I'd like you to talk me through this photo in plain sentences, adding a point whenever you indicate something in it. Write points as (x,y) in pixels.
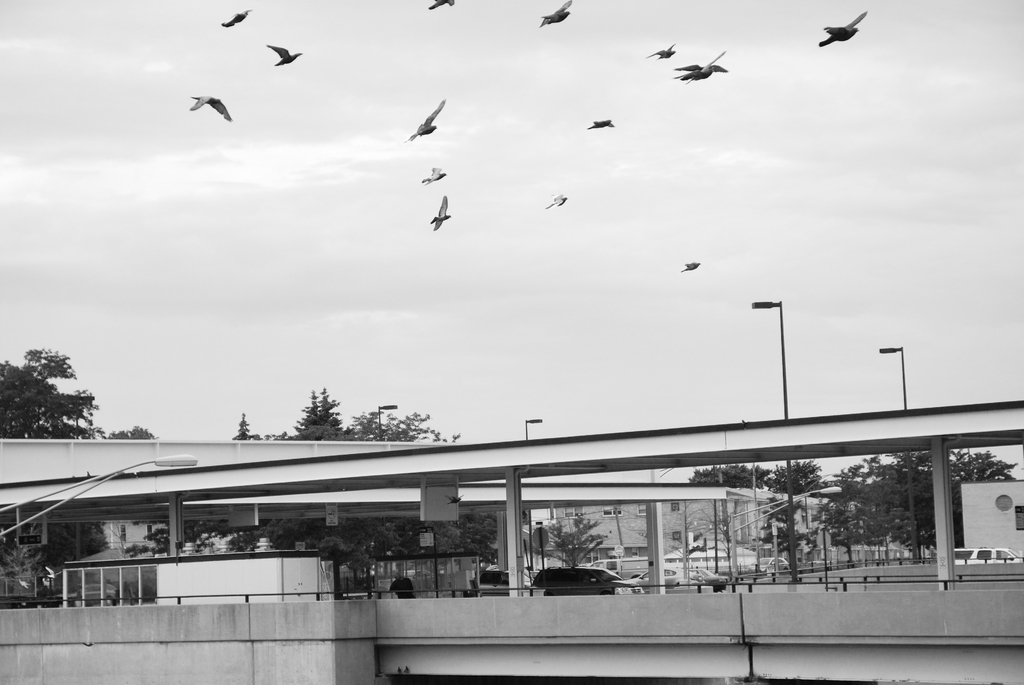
It is the black and white image in which we can see that there are few birds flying in the sky (479,83). In the middle (545,451) it seems like a bridge (584,597) on which there are cars (573,571). Beside the bridge (518,589) there are poles (791,540) to which there are lights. In the background (245,434) there are trees (325,424).
